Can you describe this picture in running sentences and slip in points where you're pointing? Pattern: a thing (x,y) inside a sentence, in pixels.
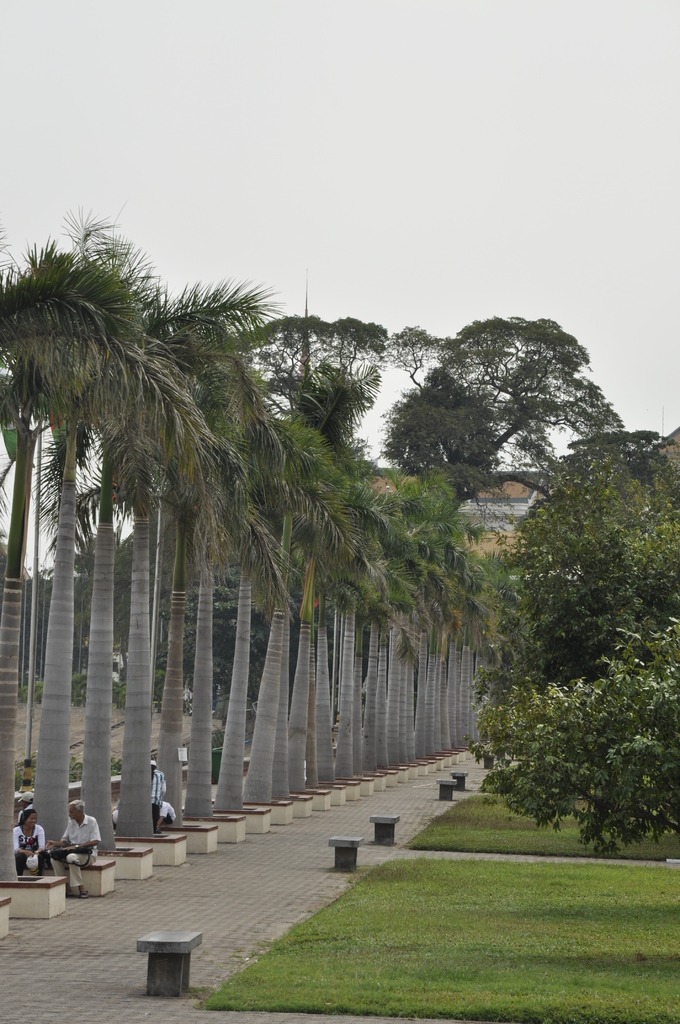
In this image I can see two persons (81,865) sitting. In the background (377,695) I can see few trees (562,662) in green color and I can also see the building (510,527) in yellow color and the sky (406,180) is in white color.
